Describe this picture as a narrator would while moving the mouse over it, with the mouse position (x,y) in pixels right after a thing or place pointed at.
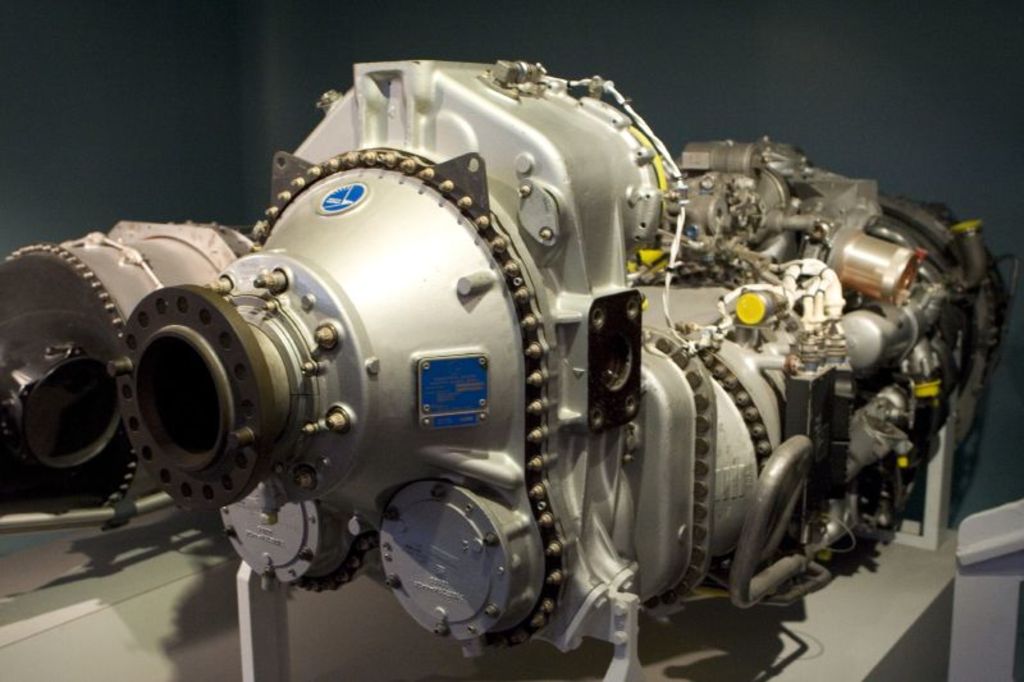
In this image we can see a machine (536,528) and in the background (98,177), we can see the wall (117,161).
